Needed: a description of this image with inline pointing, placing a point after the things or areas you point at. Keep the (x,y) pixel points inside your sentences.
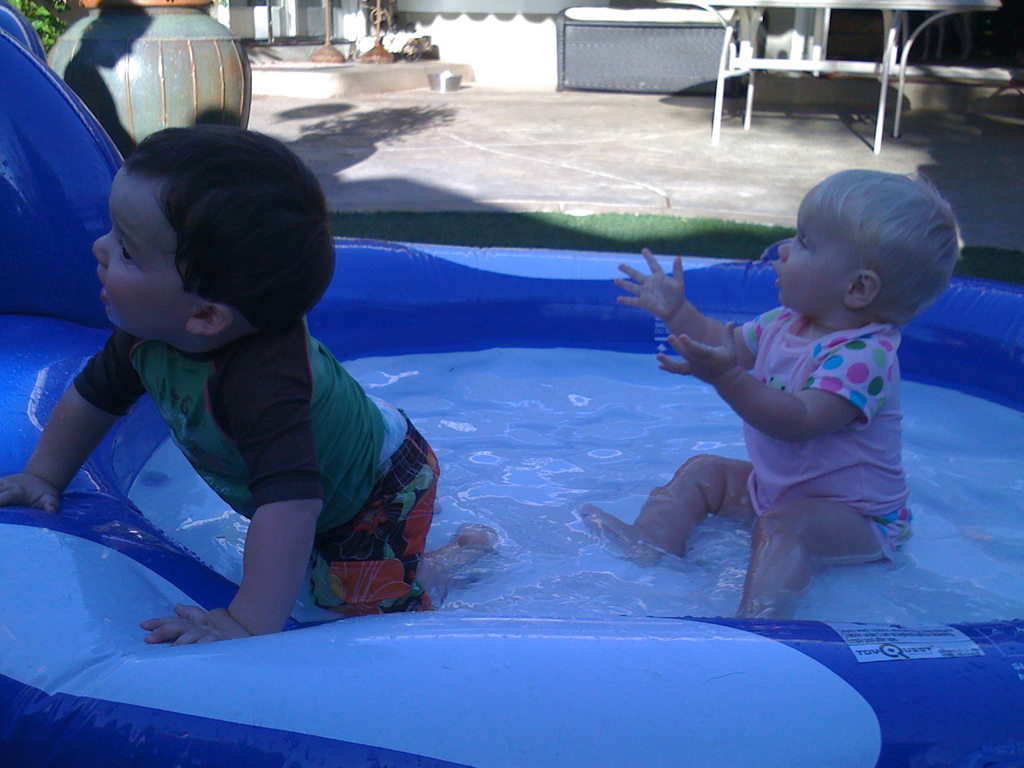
In the picture we can see two children (812,470) are playing in the water pool (451,381) which is blue in color and behind it, we can see the part of the grass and a surface (902,121) and far away from it we can see the wall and some things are placed near it.
